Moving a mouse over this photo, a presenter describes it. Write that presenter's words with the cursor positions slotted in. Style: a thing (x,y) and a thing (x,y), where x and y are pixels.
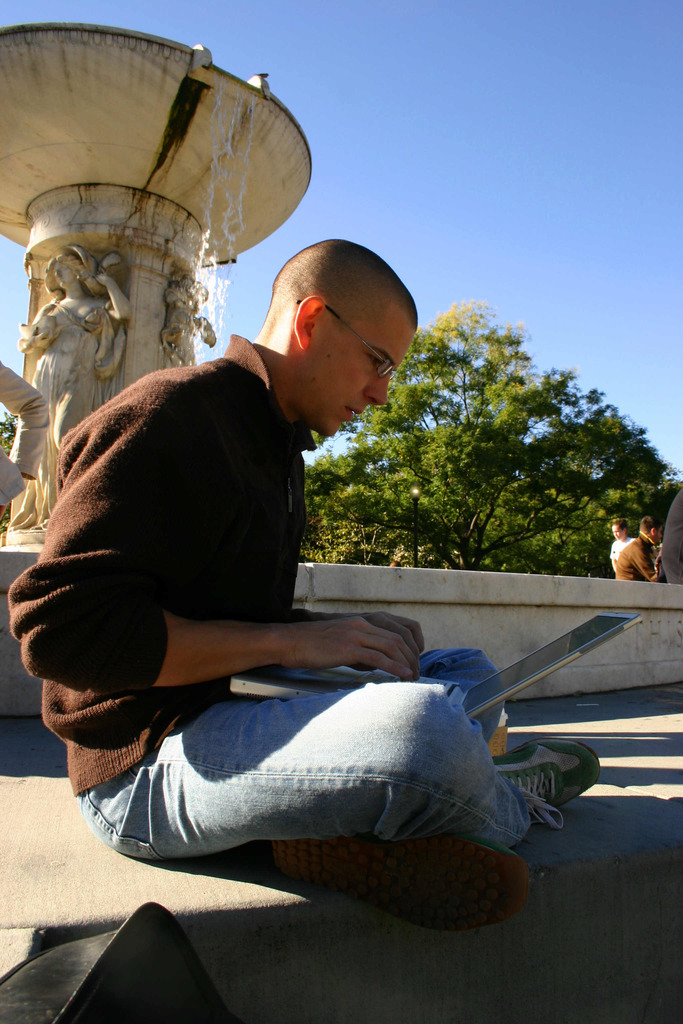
Here we can see a man (464,854) looking into laptop (535,676) and he has spectacles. In the background (254,201) we can see trees (513,553), persons (641,577), sculptures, and sky (486,246).
